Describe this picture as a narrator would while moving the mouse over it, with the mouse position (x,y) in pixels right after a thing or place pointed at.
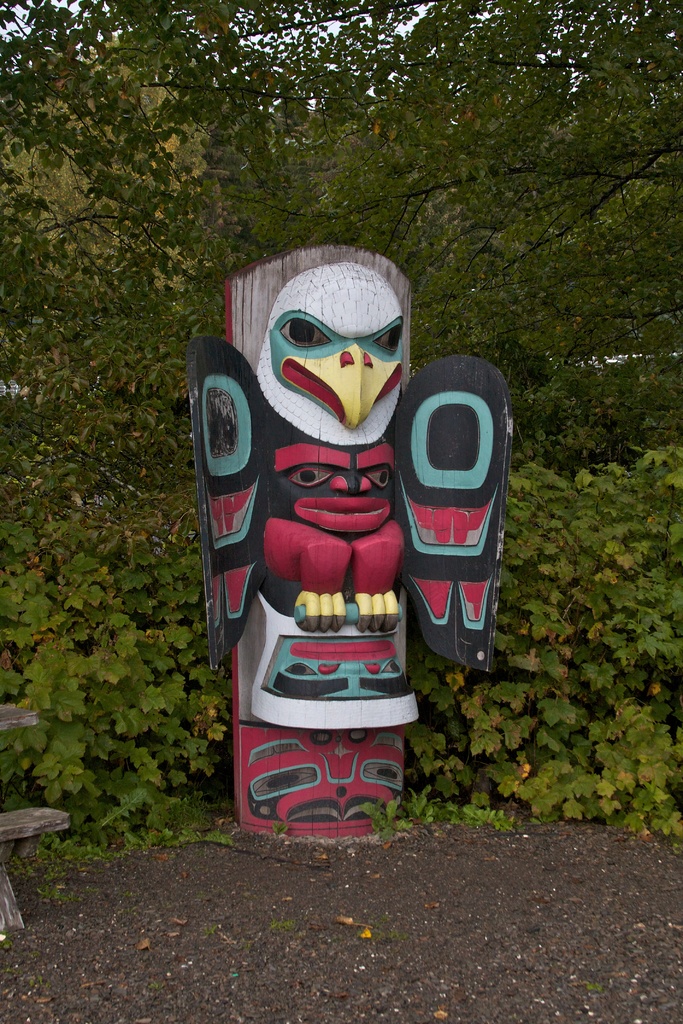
In this image in the center (303,511) there is a statue (335,521). In the background (627,277) there are trees (616,269).
